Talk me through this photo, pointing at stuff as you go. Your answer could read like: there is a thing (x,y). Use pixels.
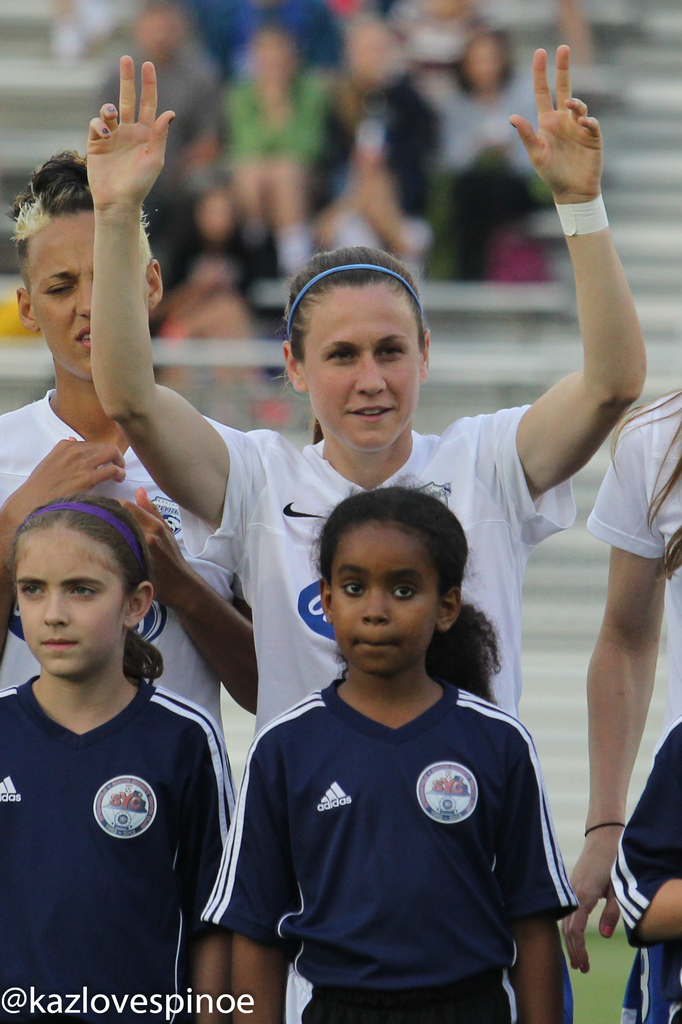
In this picture we can see there are kids (74,726) and people (133,326) standing. Behind the people (103,376), there is the blurred background (281,412). On the image, there is a watermark (118,1006).
